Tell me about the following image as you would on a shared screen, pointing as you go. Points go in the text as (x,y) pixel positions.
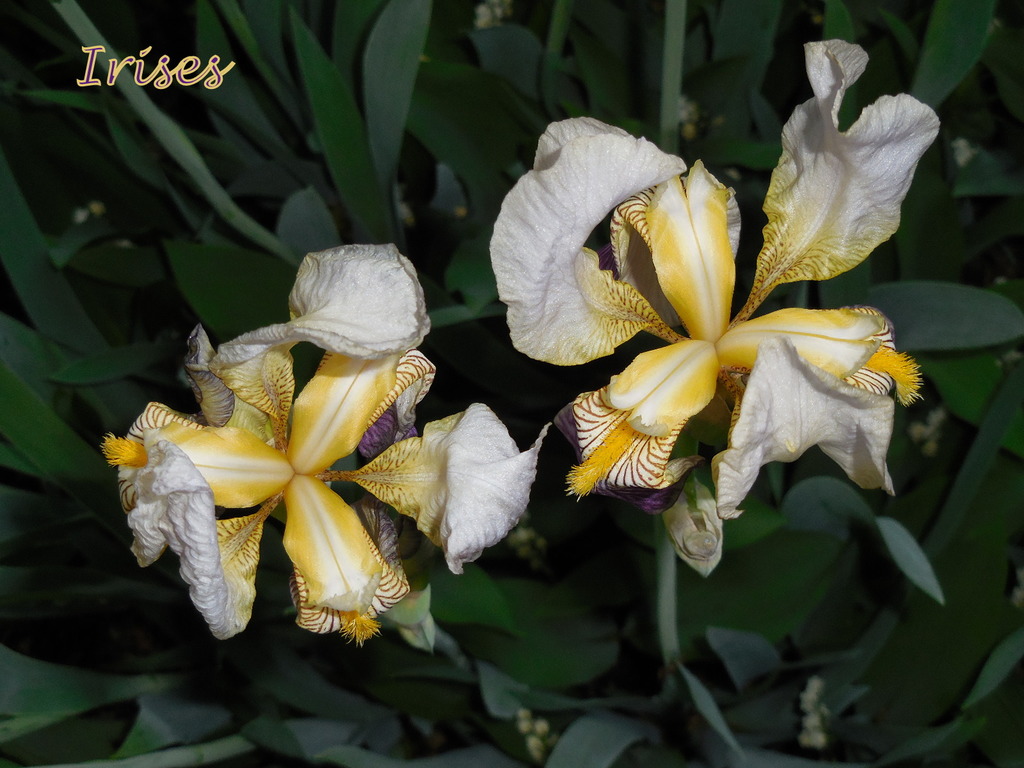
There is a plant (166,539) with two flowers (392,353) and on the left (104,66) at the top corner (95,62) there is a text (117,64).
